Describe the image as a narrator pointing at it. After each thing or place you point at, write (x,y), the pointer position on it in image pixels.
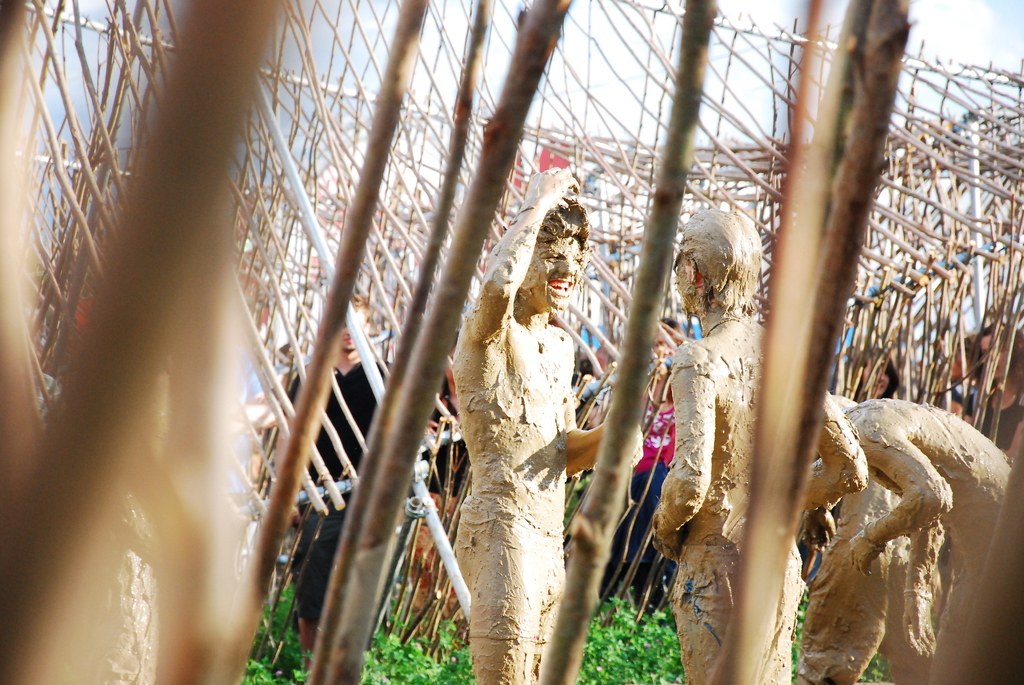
In this image I can see a pole (382,401), number of wooden sticks (881,211), grass (453,632) and I can see number of people (500,525) are standing. In the background (766,77) I can see the sky (602,70).
